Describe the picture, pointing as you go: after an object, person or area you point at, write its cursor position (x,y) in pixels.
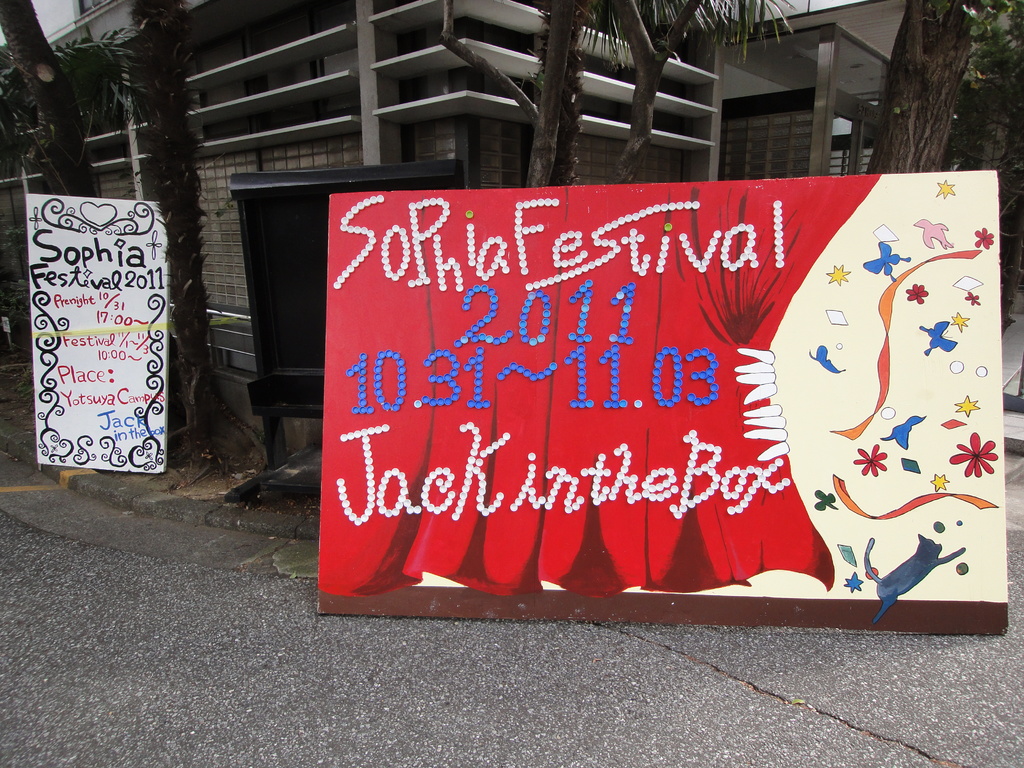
In this image, we can see a building (603,100) and some boards (401,353) with text (578,364) and images (474,538). We can see some trees (162,14) and a metal object (293,311). We can also see the ground (611,747).
